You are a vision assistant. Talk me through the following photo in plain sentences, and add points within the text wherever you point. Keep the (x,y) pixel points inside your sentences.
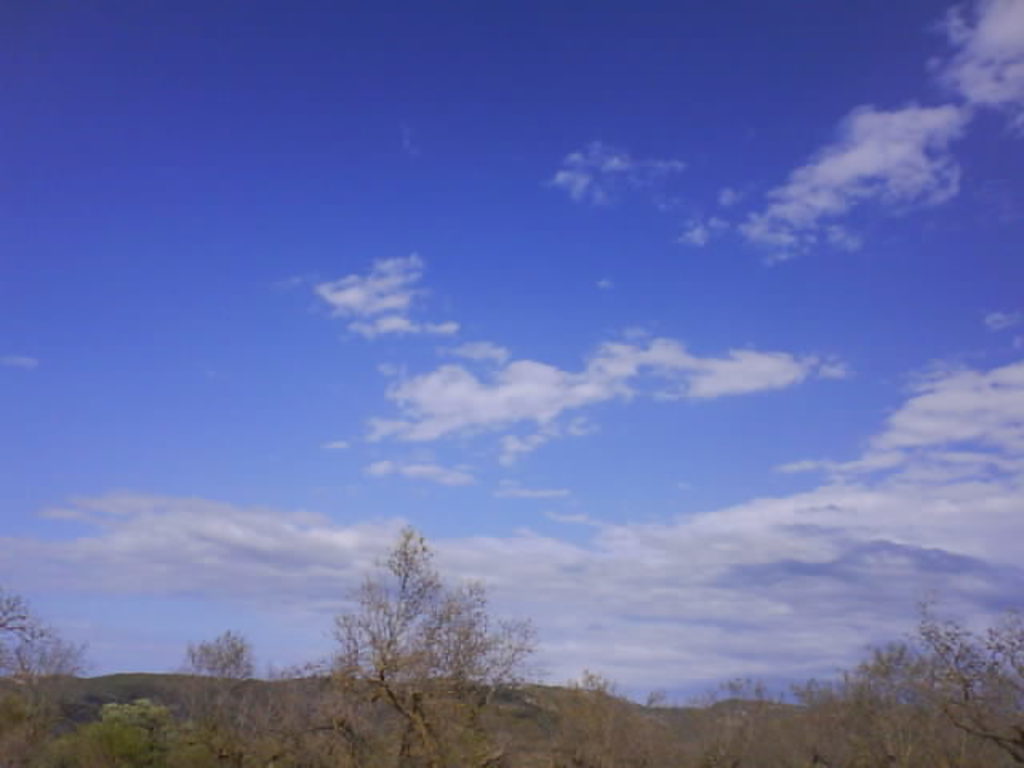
In this image I can see few trees (325,707) and in the background (333,646) I can see the sky (469,483).
